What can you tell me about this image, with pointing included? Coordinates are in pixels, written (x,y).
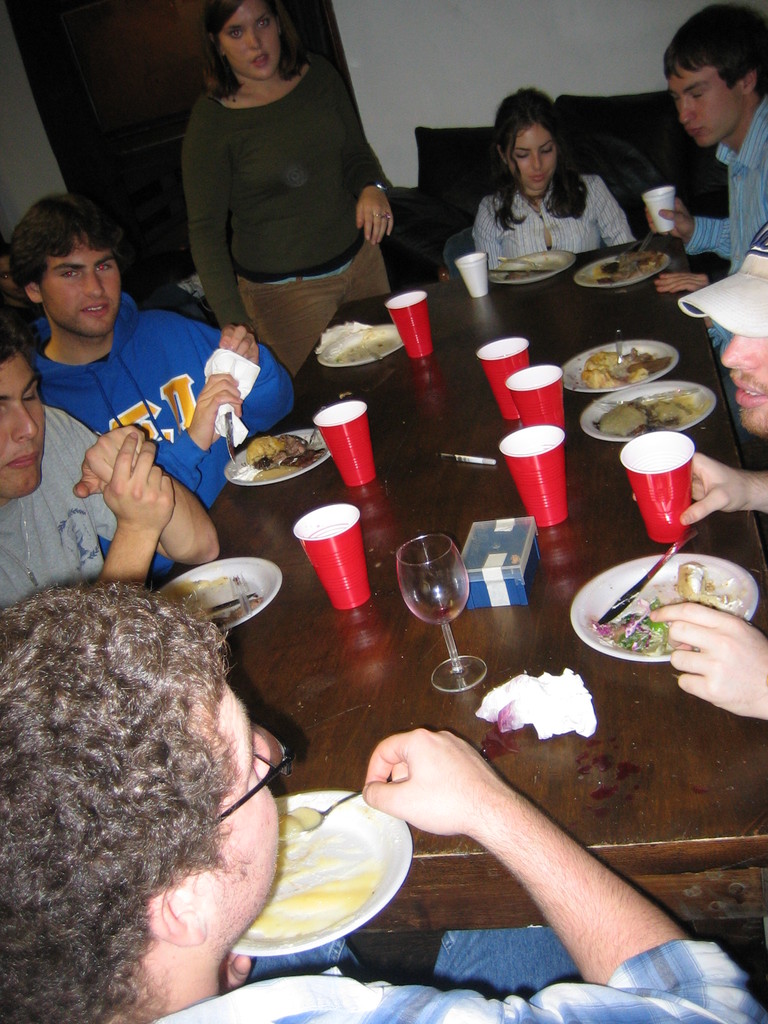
The image is inside the room (548,181). In the image there are group of people (201,795) who are sitting on chair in front of a table (308,497), on table (482,487) we can see a plate (245,473) with some food (259,454), glass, box (502,541), knife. On left side (255,145) there is a woman (304,107) standing in background (112,25) there is a door (134,39) which is closed and a wall (380,38) which is in white color.
